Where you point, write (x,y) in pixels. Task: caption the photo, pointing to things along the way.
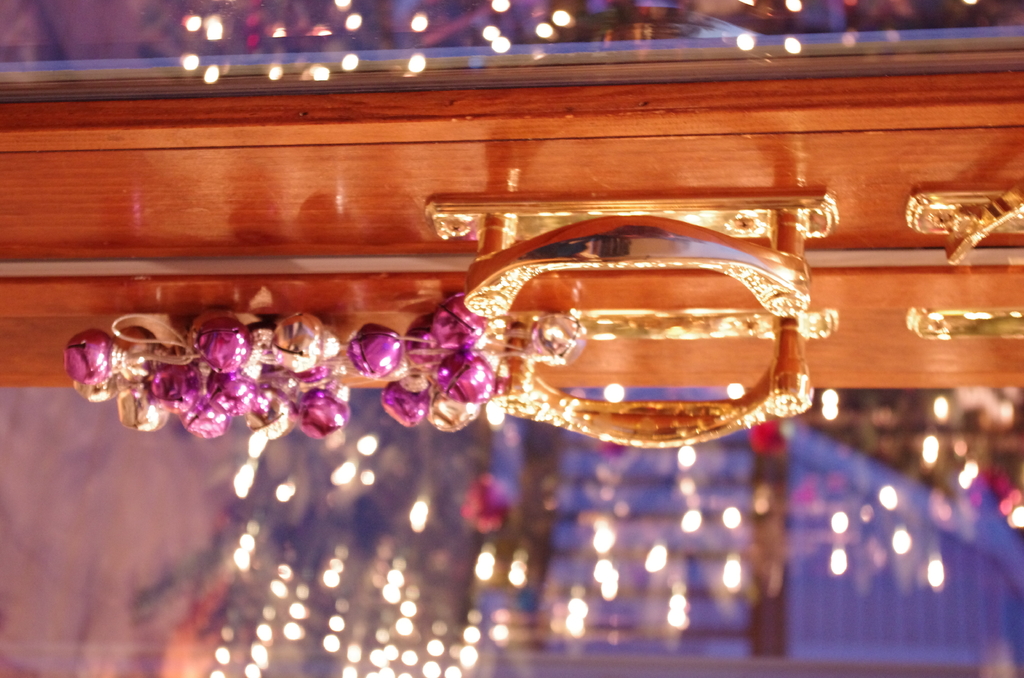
In this picture I can observe a brown color box (325,215). There is a gold color handle (561,248) fixed to this box (466,182). I can observe some lights (243,488) in the background (660,559).
